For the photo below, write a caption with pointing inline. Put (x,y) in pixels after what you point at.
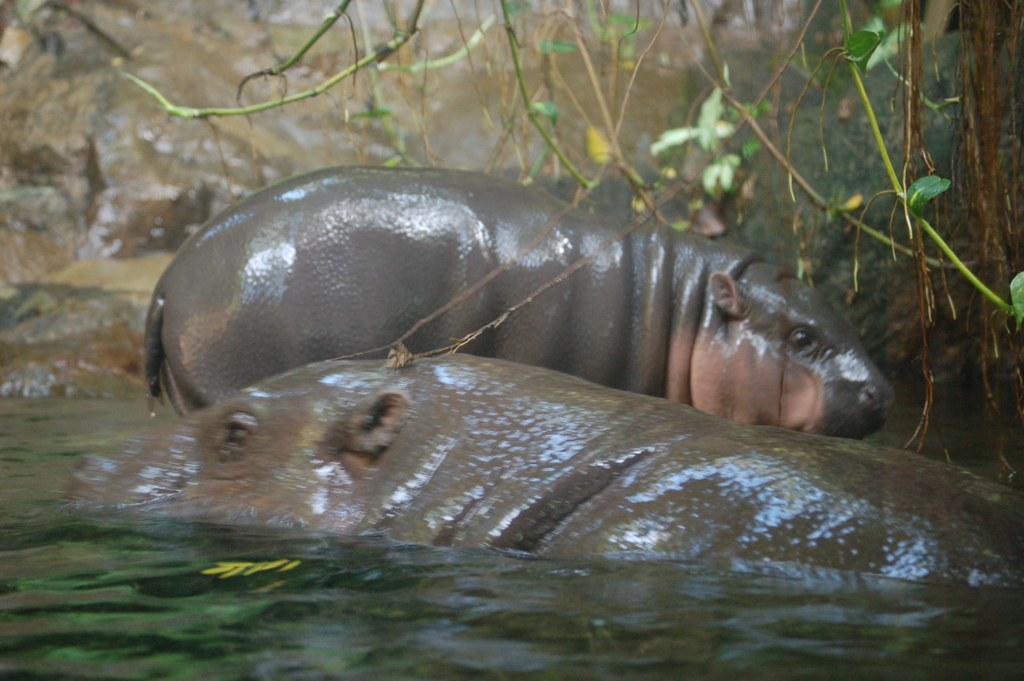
In this picture we can see water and animals (287,488) and in the background (1000,272) we can see plants (914,30).
